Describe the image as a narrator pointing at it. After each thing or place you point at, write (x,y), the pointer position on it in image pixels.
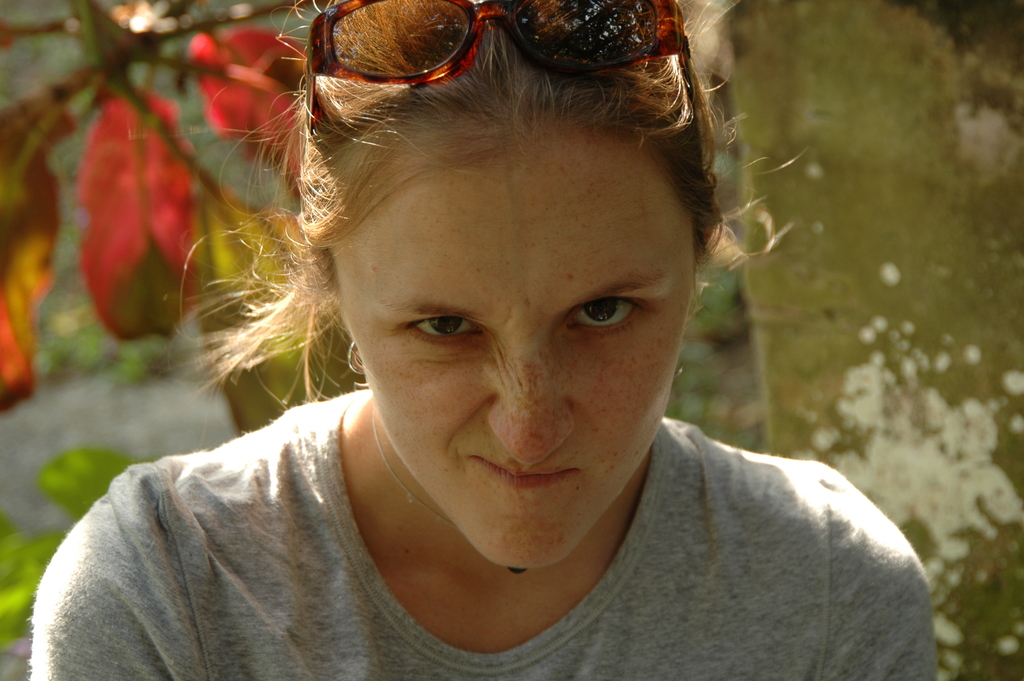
In this picture I can see there is a woman (810,590) sitting and she is wearing a grey shirt (684,575) and she has glasses (354,50) and there are leaves (140,202) on to left (116,218). The backdrop (991,421) is blurred.
